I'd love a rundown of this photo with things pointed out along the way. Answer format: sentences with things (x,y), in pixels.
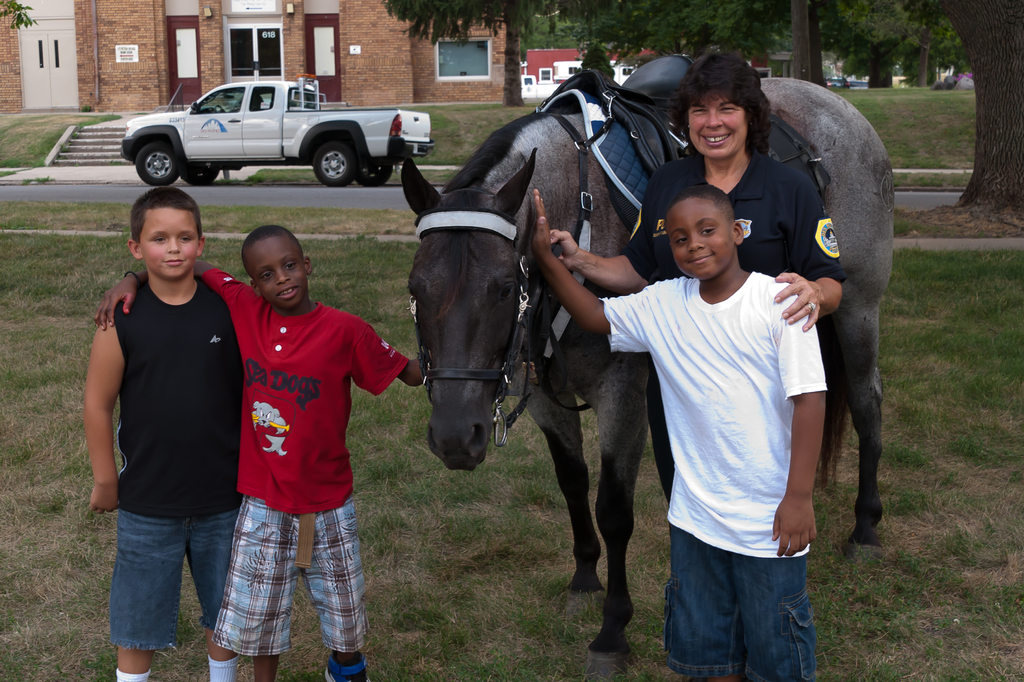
In this image we can see this three persons (709,457) are holding a horse (574,463). In the background (267,112) we can see a car (284,110), trees (562,12) and building (260,42).
